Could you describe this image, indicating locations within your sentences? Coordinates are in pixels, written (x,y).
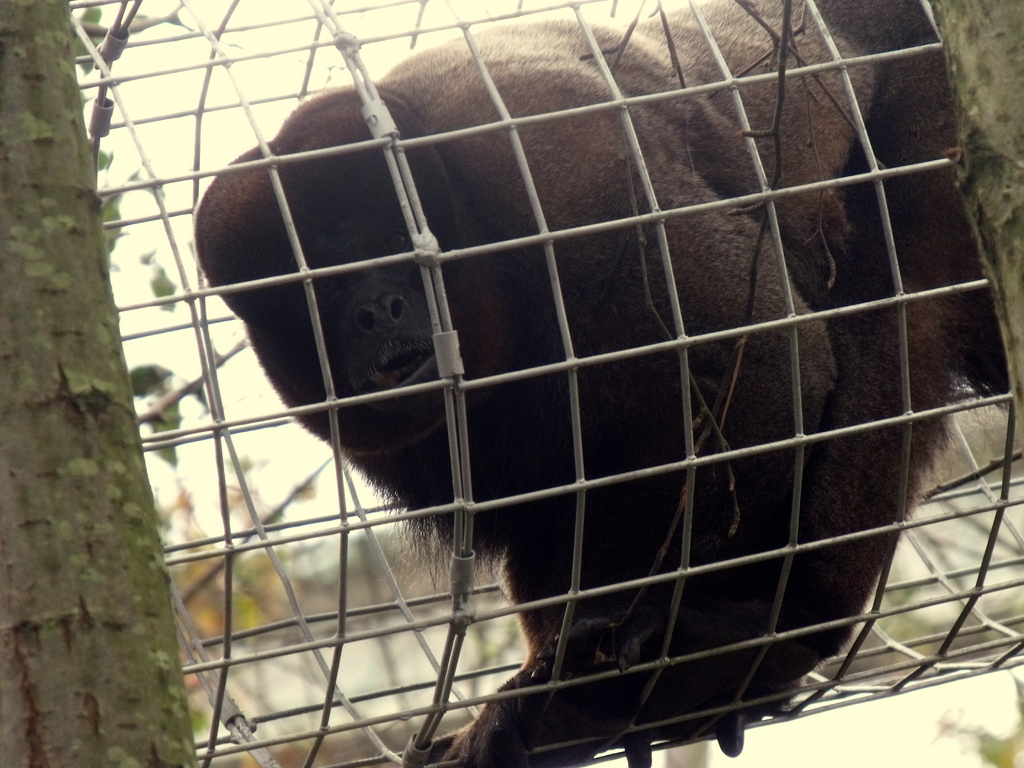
Here in this picture we can see a monkey (399,240) present in a cage (586,484) over there and we can also see trees (143,649) present here and there.
